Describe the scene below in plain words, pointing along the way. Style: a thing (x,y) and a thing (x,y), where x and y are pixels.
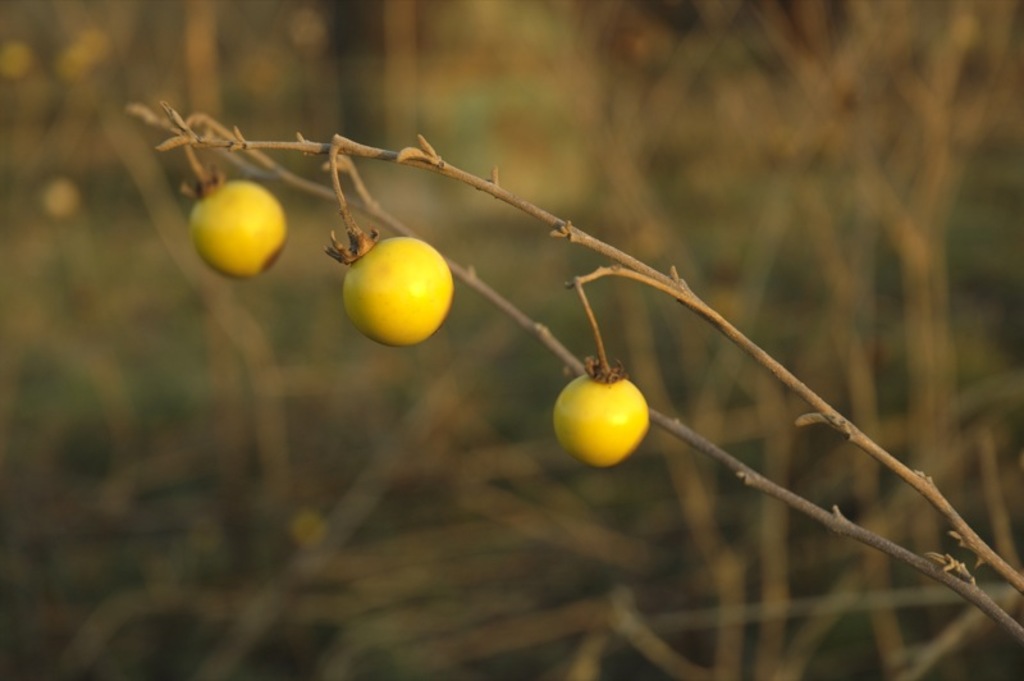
In this image, we can see fruits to a stem (767,354) and the background (665,152) is blurry.
